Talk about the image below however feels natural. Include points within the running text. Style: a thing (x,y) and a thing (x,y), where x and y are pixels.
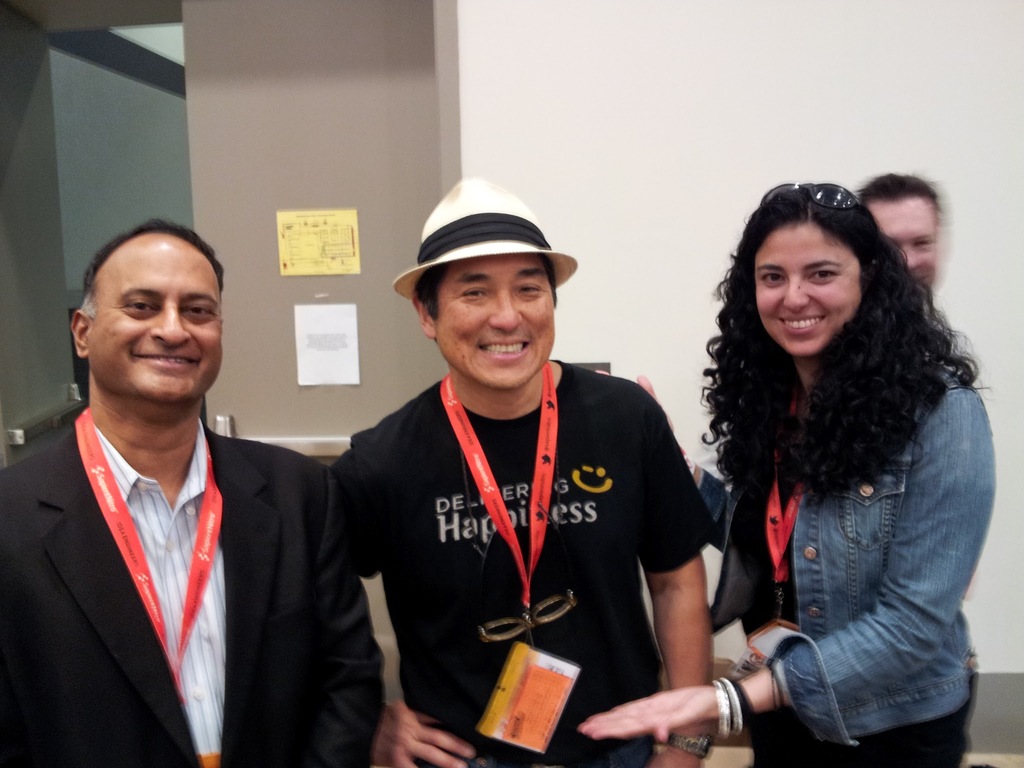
In the image there are three people (507,526) standing in the front (598,613) and posing for the photo, they are wearing id cards (496,519) and behind them there is some another person (906,243) and in the background (651,133) there is a wall (598,160).
